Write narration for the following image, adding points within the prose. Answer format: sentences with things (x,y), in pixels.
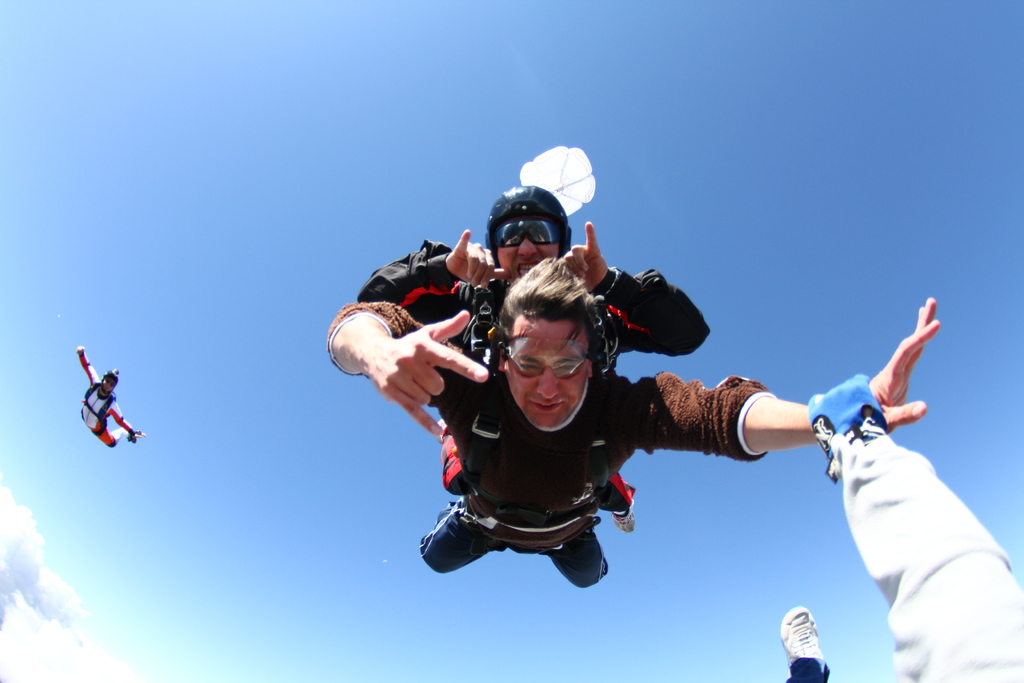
This image is taken outdoors. In the background (177,566) there is the sky (33,616) with clouds (42,585). In the middle of the image (472,345) two men (457,284) are skydiving and there is a parachute (559,188). On the left side of the image (104,436) a man (107,423) is skydiving. On the right side of the image (918,613) there is a person (909,576).
